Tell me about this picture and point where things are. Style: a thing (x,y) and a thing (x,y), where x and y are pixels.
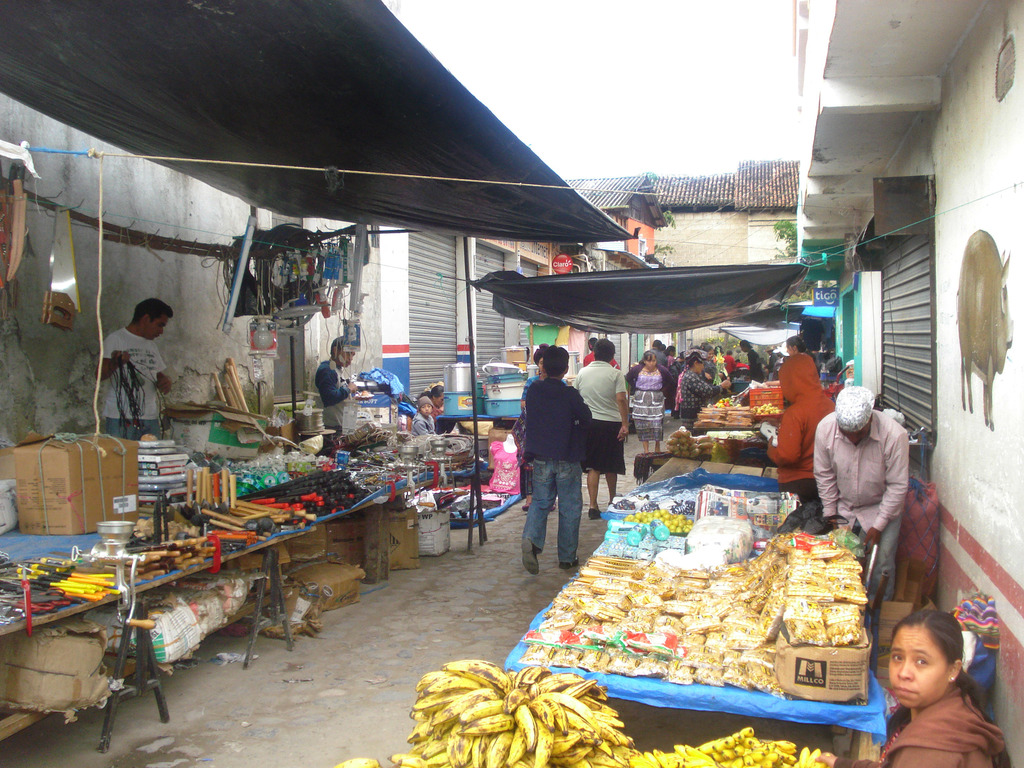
In this image I can see two persons (559,395) walking. The person (572,395) in front (562,411) wearing navy blue shirt (562,456), blue jeans (563,487), at left (250,431) and right I can see few objects (741,638). In front (566,709) I can see few bananas (553,708) in yellow color, at the background (693,233) the building (720,237) is in cream color and the sky (669,113) is in white color.
